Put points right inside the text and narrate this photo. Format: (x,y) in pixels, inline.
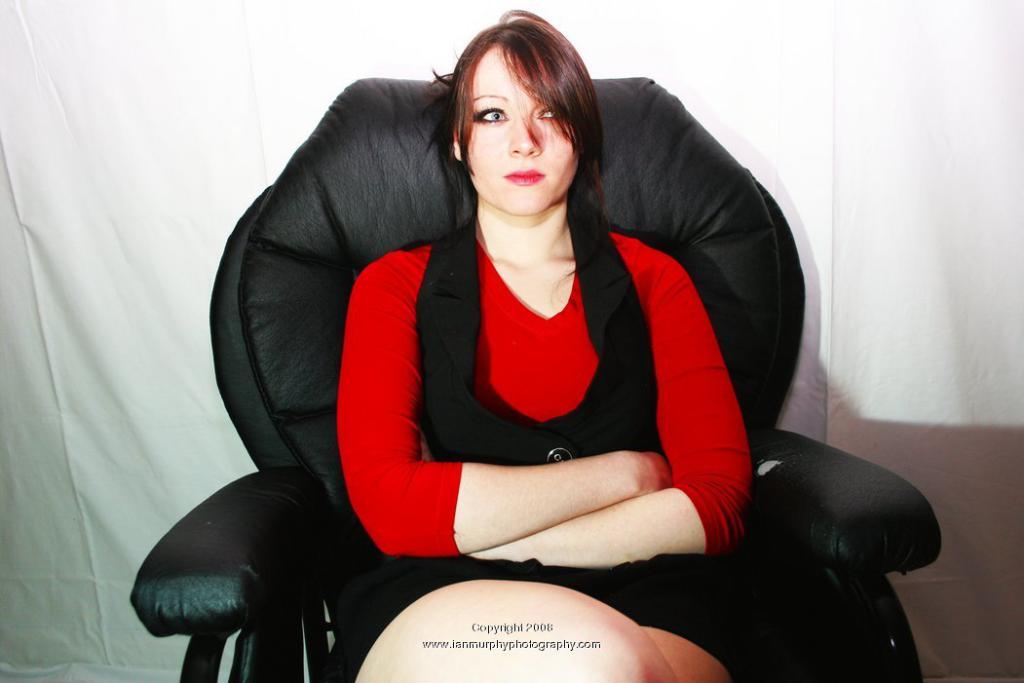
A woman (491,123) is sitting in a chair (400,143) folding her hands (555,512).
